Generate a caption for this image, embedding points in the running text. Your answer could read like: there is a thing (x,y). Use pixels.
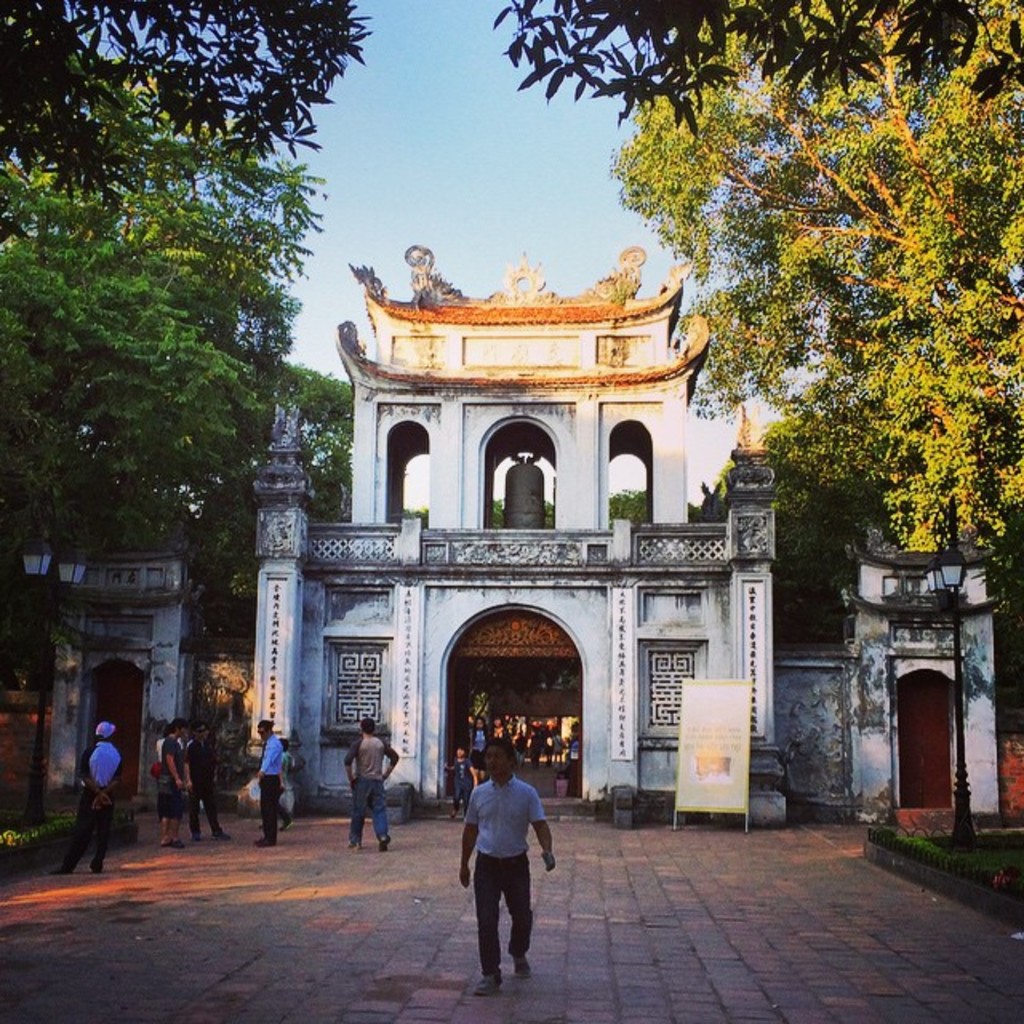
In the foreground of the picture (421,869) we can see floor (466,924) and a person (495,845) walking. In the middle of the picture (447,363) there are trees (232,521), building (382,622), people (172,812), bell (523,458), arch (517,419), board (733,727) and other objects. In the background (448,139) there is sky (408,163).
